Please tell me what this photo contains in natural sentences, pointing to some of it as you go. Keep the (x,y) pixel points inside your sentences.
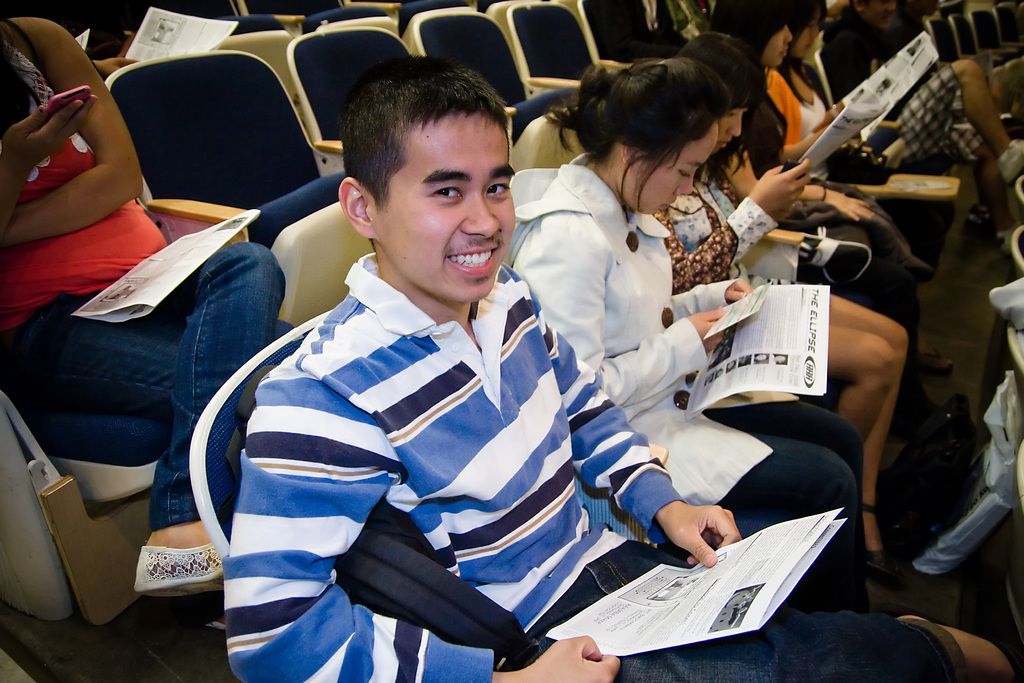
There is a group of people (351,161). They are sitting on a chairs (529,101). They are holding a papers (815,326). On the left side of the person (79,112) is holding a mobile (72,94). In the center of the person (462,346) is smiling.
